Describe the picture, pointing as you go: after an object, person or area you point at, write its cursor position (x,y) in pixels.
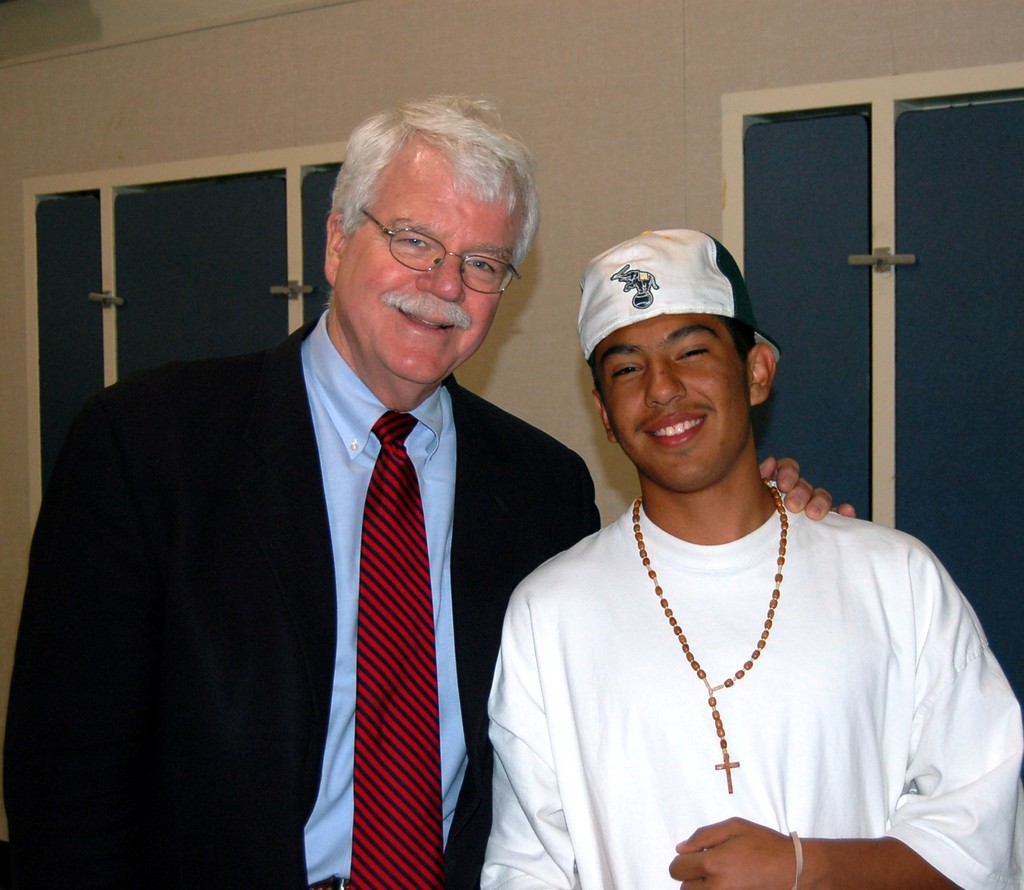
In this picture we can see two people (675,689), they are smiling and in the background (801,463) we can see a wall (24,381), windows (955,381).
